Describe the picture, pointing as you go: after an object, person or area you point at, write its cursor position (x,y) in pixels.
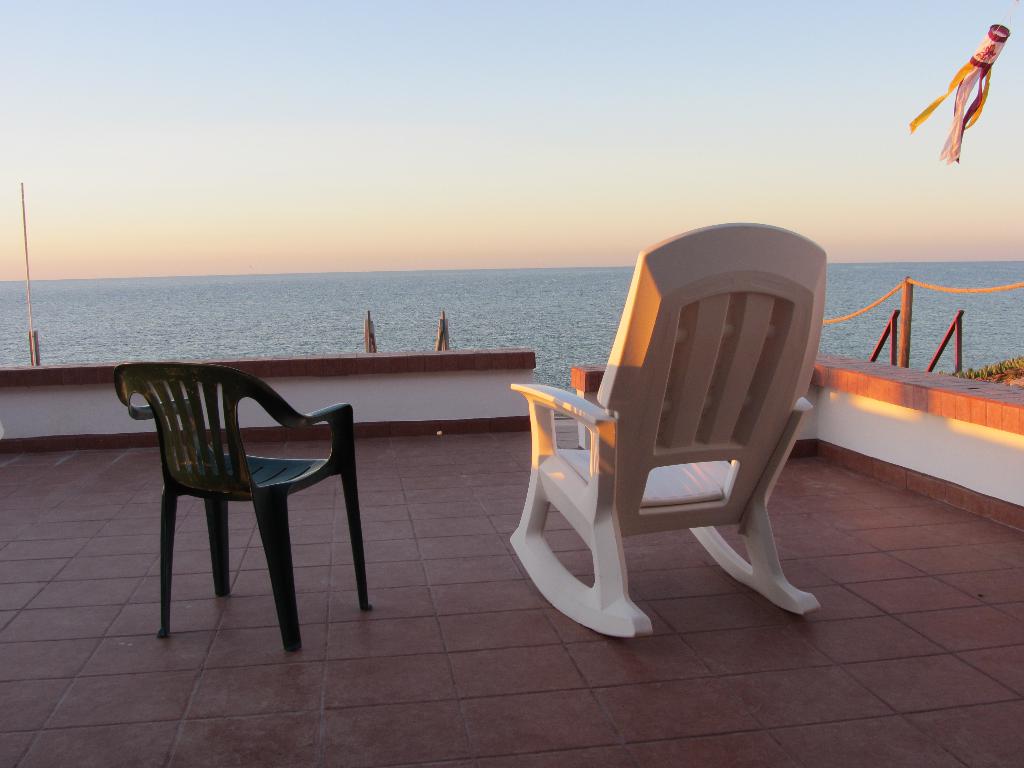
In this image we can see two chairs (541,503) which are on the floor (378,483) and at the background of the image (348,327) there is water (275,320) and clear sky (284,181).
